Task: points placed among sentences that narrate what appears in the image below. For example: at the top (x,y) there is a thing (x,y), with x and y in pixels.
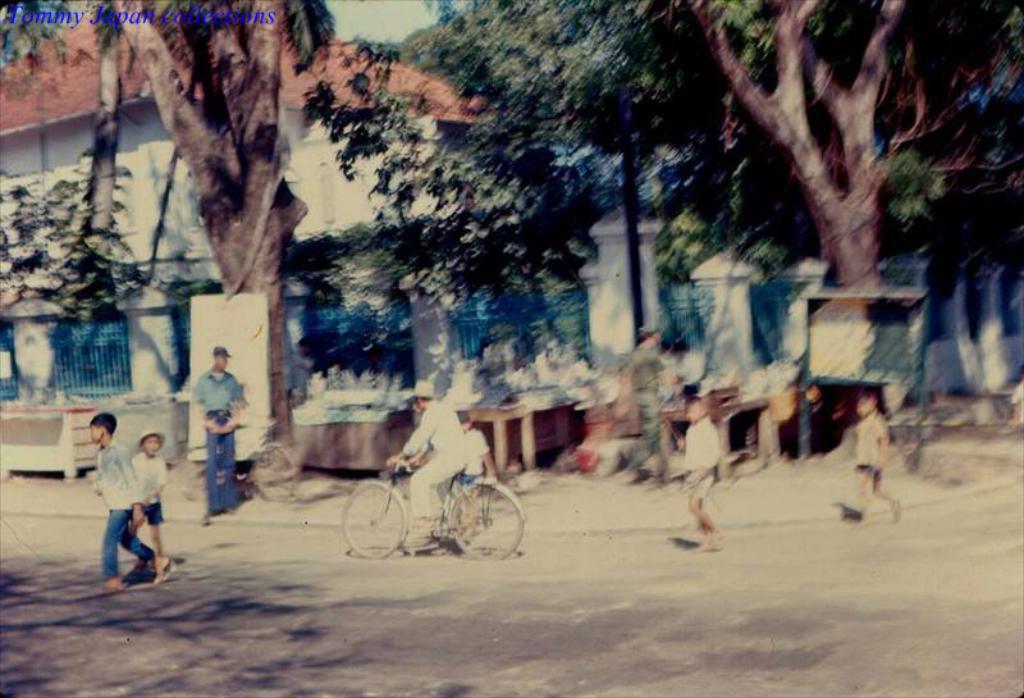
In this image we can see some persons (147,495) standing on the road (426,579) and a person (461,485) sitting on the bicycle (484,501). In the background (374,156) we can see buildings (140,74), trees (176,73), pillars (144,337), grill (121,351) and road (419,605).
